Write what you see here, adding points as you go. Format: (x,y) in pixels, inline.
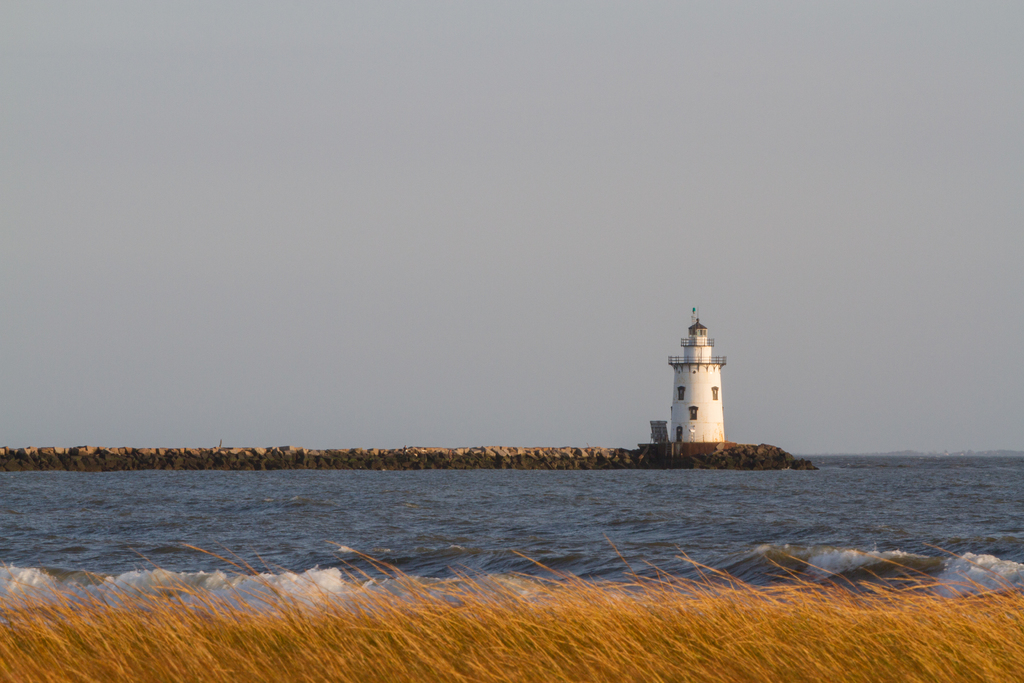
In this image at the bottom (527,637) there is grass (568,607) and in the center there is a river (558,535), in the background (693,438) there is one tower (716,376) and a wall (206,463). At the top of the image (619,166) there is sky (189,316).
